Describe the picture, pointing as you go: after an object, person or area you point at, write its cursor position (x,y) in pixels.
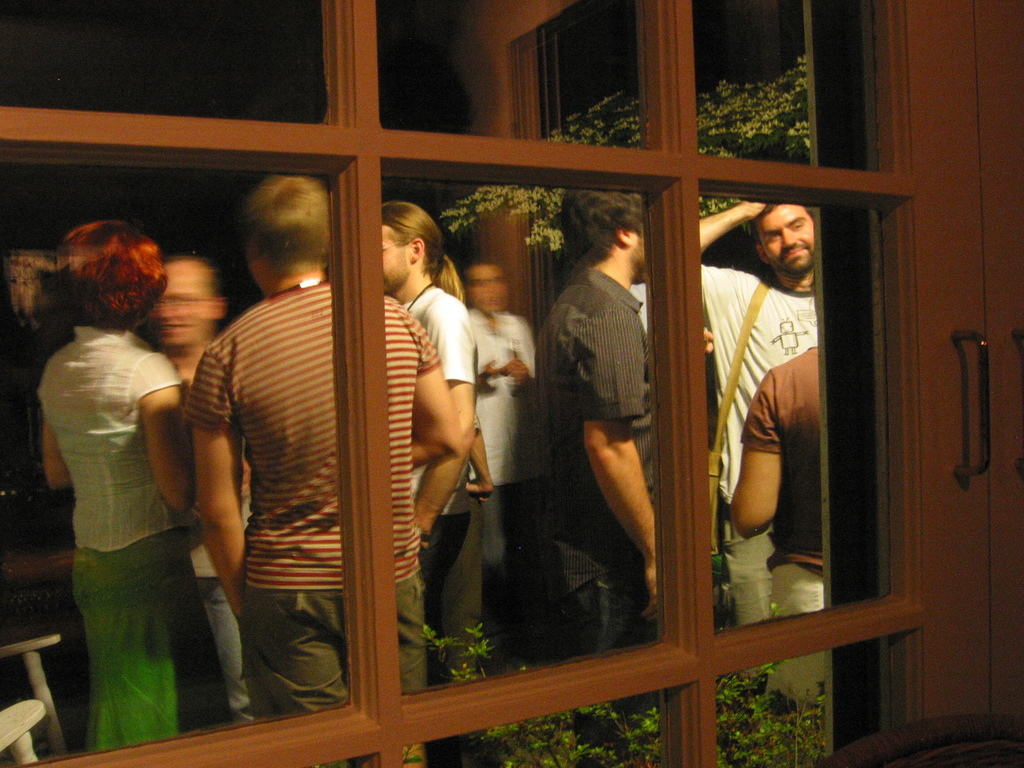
In this picture we can see a wooden object (380,526) and in the background (413,503) we can see a group of people (473,518), trees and some objects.
